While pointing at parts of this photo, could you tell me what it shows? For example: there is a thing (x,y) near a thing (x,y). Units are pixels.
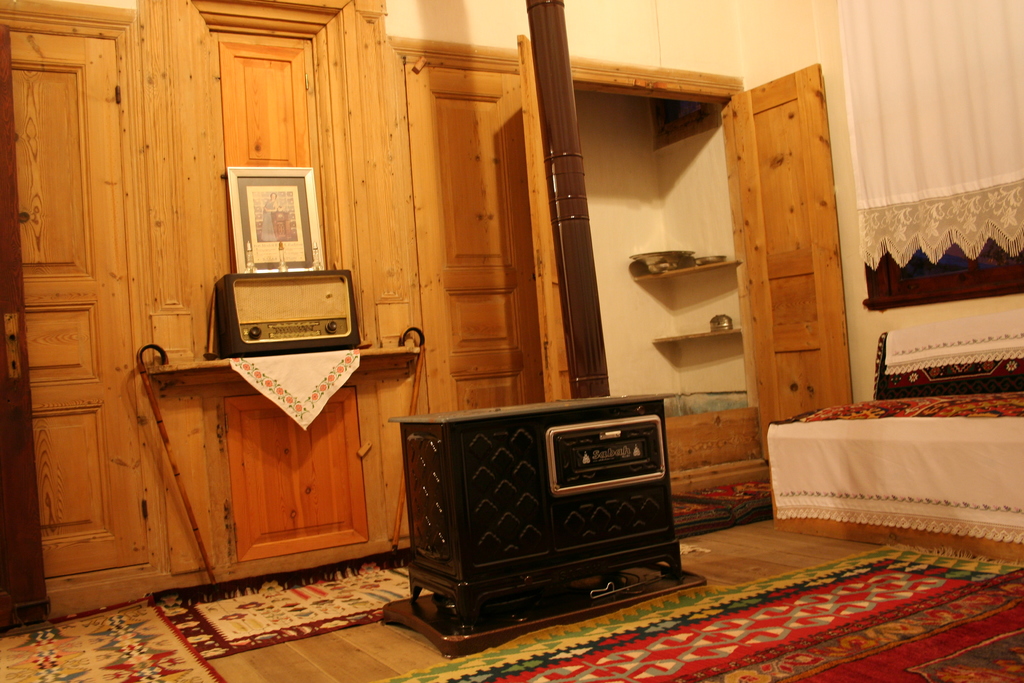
This picture is clicked inside the room (527,364). On the right corner (945,354) we can see an object (889,372) seems to be the bed (884,442) and we can see a white color curtain (922,226), wooden doors (786,110), wooden rod (576,292), and cabinet (498,443). In the background (375,297) we can see the wall (412,17), picture frame (302,212) and a device (274,347) placed on the wooden rack (182,363) and we can see the sticks (168,359) and some other objects (484,449).
